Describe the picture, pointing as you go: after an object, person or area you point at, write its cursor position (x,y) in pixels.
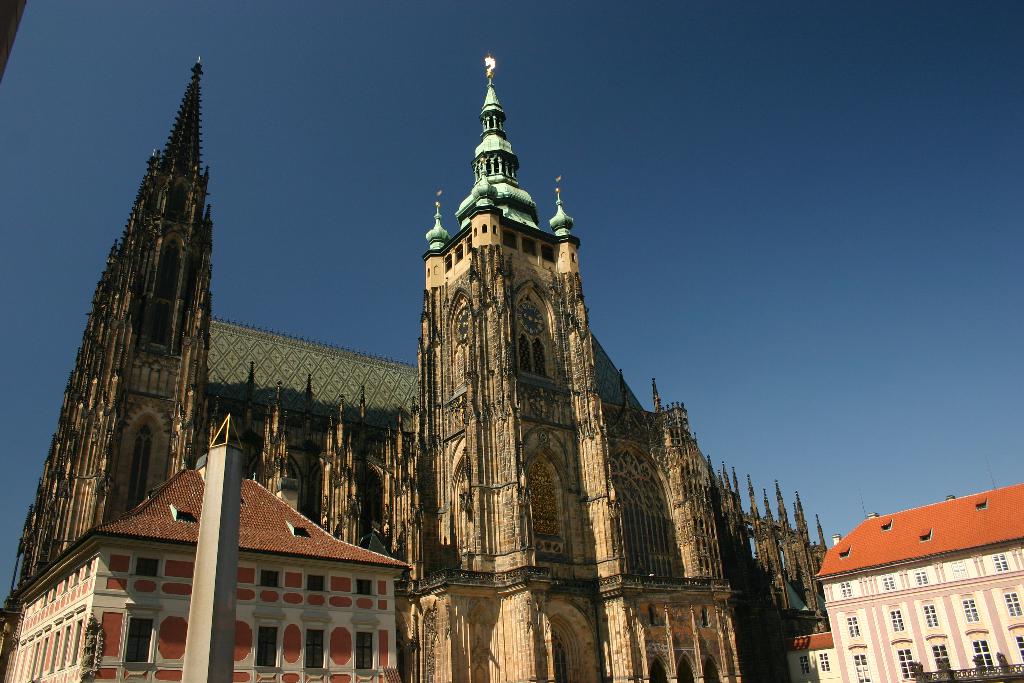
In this picture we can see few buildings (726,529).
